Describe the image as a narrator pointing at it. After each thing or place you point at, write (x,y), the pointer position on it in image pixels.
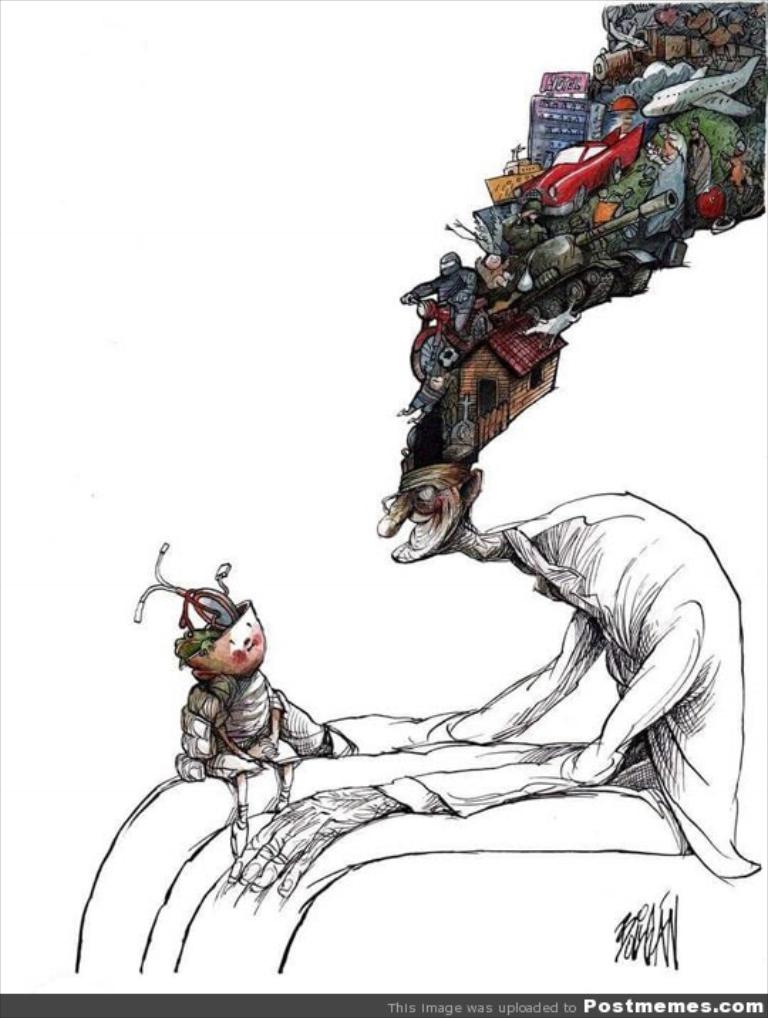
This is a painting of a person (300,765) holding a kid (276,719) and at the bottom (524,1008), we can see some text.
